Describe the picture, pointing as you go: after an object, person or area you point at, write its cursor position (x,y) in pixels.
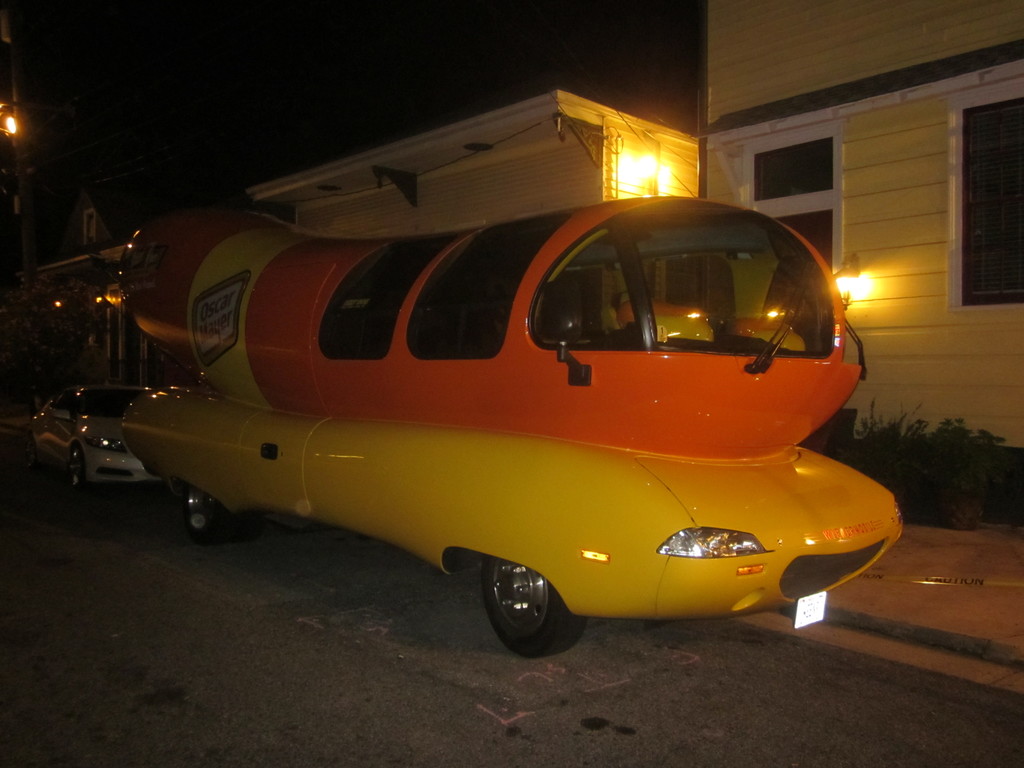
In this picture I can see a car (74,414) and another vehicle (355,398) on the road (162,704) and I can see few buildings (326,233) and I can see lights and plants (903,453).
